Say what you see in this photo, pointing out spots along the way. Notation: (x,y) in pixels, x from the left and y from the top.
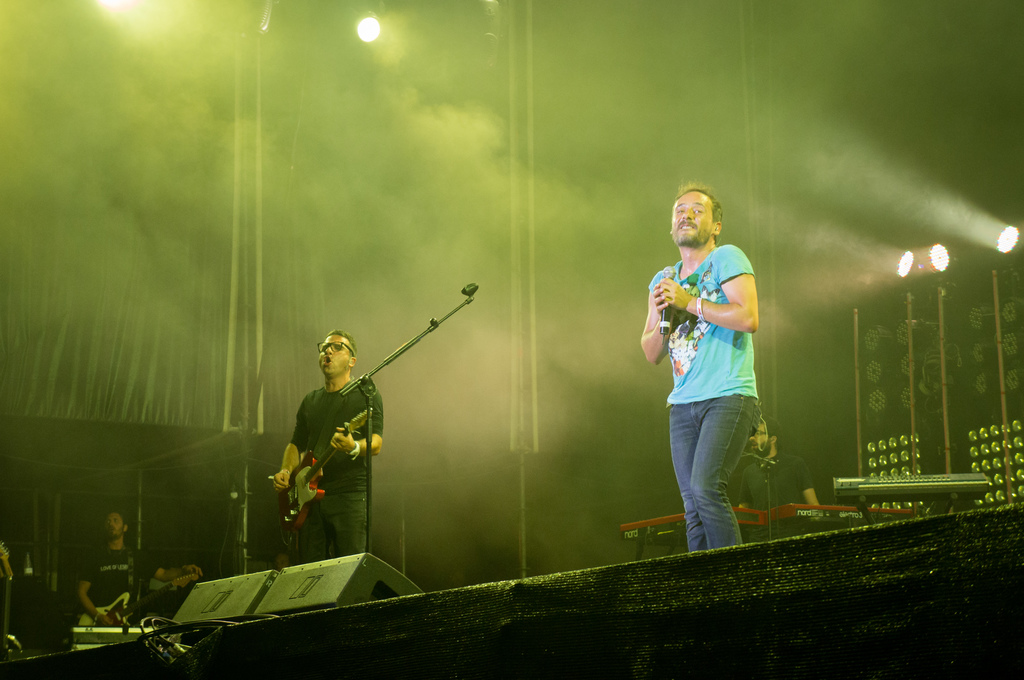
In this image we can see two people (97,589) standing and holding guitars (286,506). On the right (740,444) there is a man (737,341) standing and holding a mic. At the bottom (360,577) there are speakers (305,580). In the background (903,278) there are lights (872,402) and we can see a piano (765,512). There is a person (761,491) standing. There are curtains (41,357).
